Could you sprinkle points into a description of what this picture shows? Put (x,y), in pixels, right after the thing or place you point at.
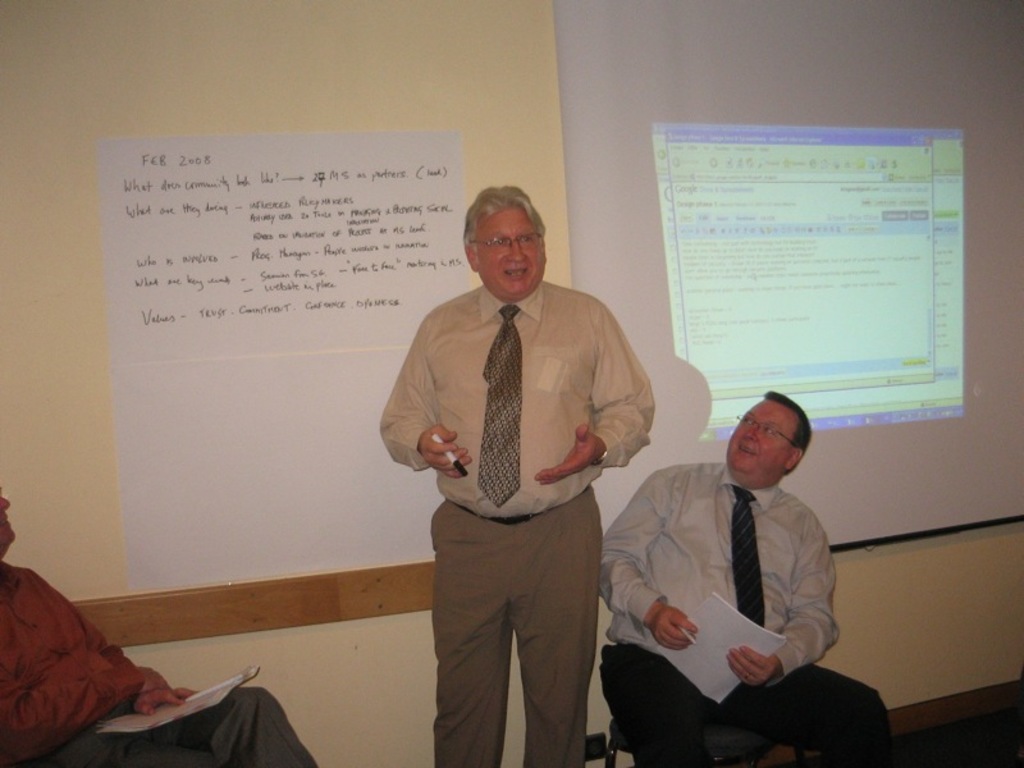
This is the picture of a room (282,112). In this image there is a person (532,265) standing and talking and he is holding the marker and there are two persons (794,723) sitting and holding the papers (711,694). At the back (182,202) there is a paper (419,146) on the wall (73,524) and there is a text (192,211) on the paper (248,216) and there is a screen (605,487).
